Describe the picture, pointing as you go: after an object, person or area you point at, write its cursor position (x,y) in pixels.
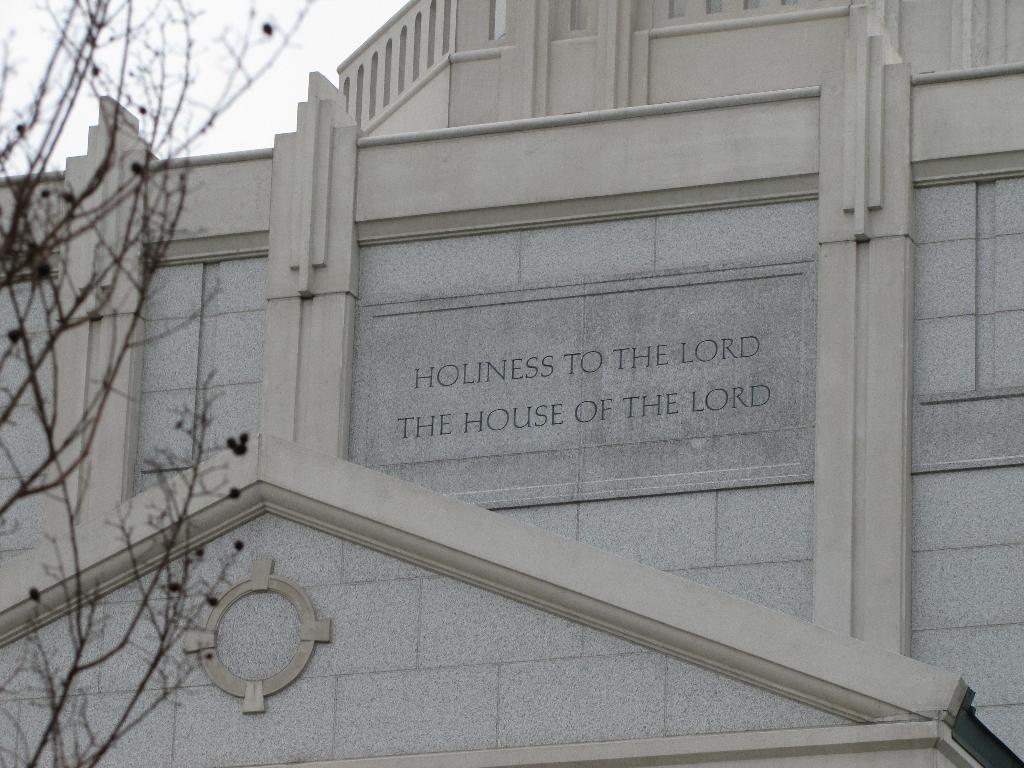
In this image, I can see the letters (663,400) carved on a building wall (574,233). On the left side of the image (149,338), I can see a tree (121,359). In the background (269,84), there is the sky (277,72).
